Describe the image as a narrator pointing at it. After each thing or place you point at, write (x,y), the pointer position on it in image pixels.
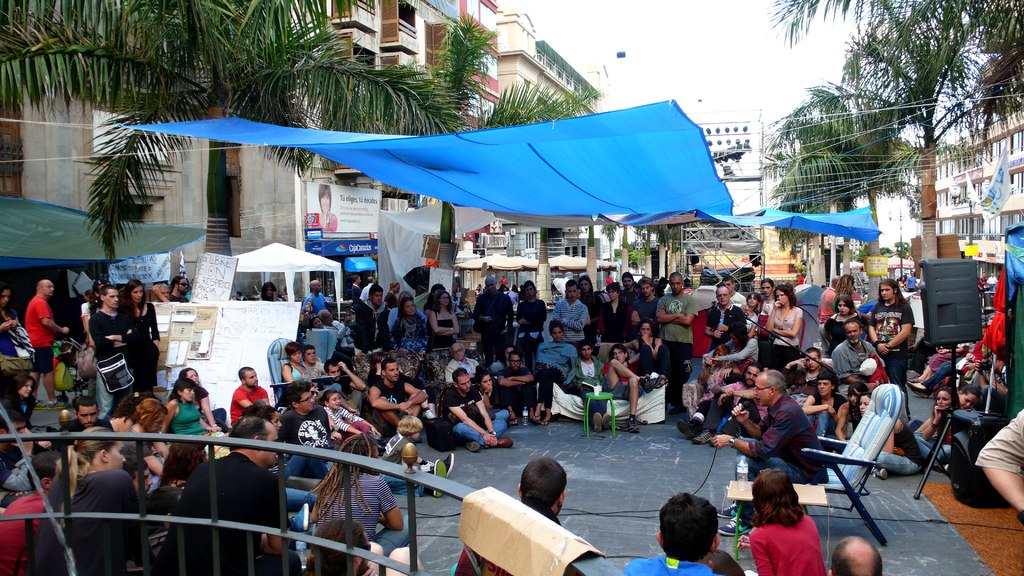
In this image at the bottom (250,387) there are a group of people (620,369) some of them are sitting and some of them are standing, and on the right side (787,450) there is one person (786,437) who is sitting on a chair (837,467) and he is holding a mike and talking something. Beside him there is one table (746,482), on the table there is one bottle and in the background (336,209) there are some houses (249,189), trees (916,169), hoardings (335,223), boards (356,206). And on the top of the image (714,33) there is sky (678,63), in the center (529,206) there are some tents (449,195). At the bottom (68,486) there is a fence (346,519).
